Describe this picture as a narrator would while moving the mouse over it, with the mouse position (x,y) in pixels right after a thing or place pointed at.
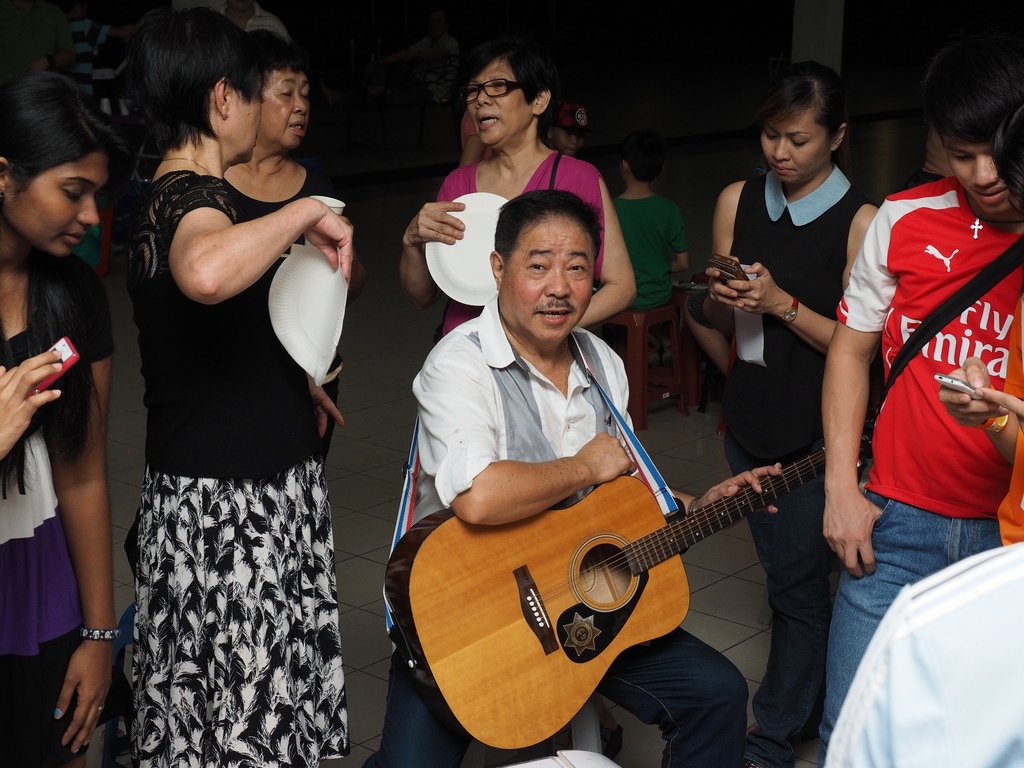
A man (450,427) in white shirt (444,460) is holding guitar (542,574). In the back (205,441) there are many people (424,218) standing. On the right (933,340) a person (933,340) in red t shirt (921,356) is holding bag (920,336). Next to him a lady (836,297) is holding a mobile (732,271).
